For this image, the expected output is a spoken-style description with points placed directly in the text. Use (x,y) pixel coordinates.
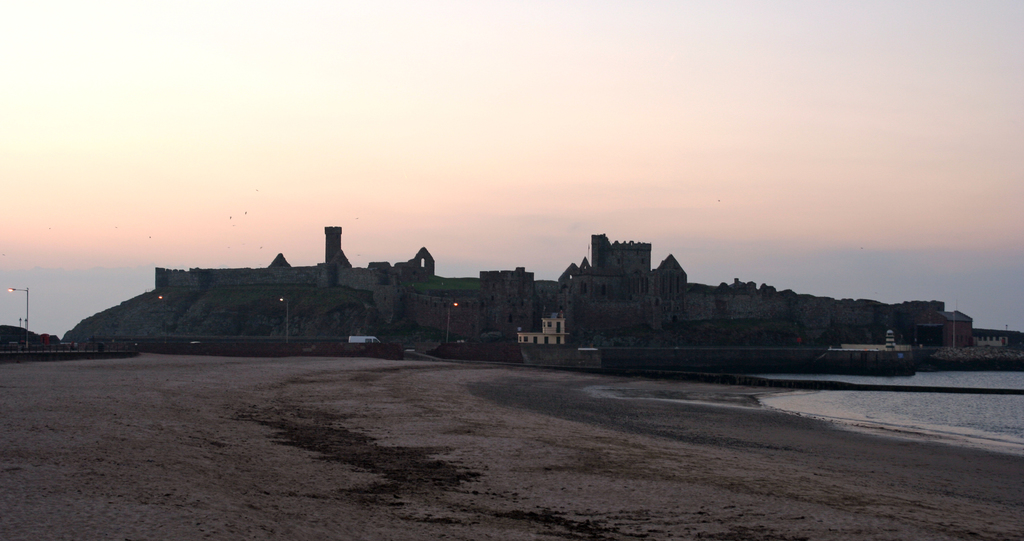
At bottom of the image (383,459) I can see the ground (404,436). On the right side (991,401), I can see the water (937,398). This place (912,396) is looking like a beach (828,437). In the background (465,306) there are many buildings (478,308) and street lights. At the top (618,133) I can see the sky (419,59).
